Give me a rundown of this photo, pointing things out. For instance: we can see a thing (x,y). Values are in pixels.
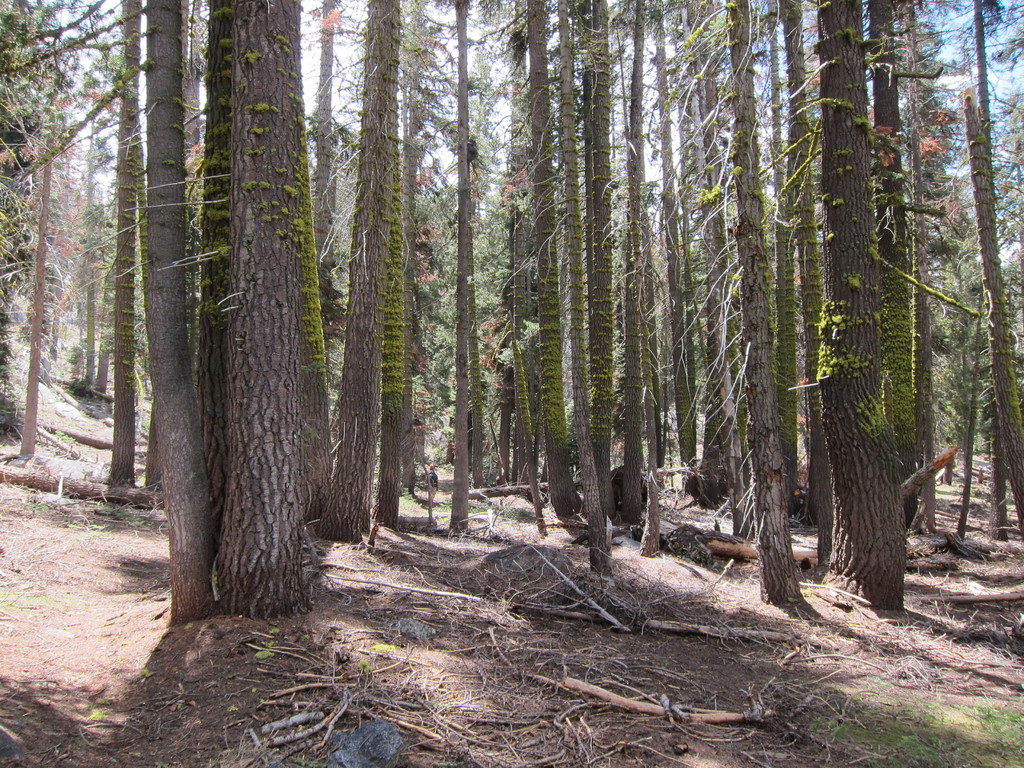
In this picture, there are trees (559,397). At the bottom (515,633), there is a ground (637,619) with sticks (612,700) and grass (876,718).
